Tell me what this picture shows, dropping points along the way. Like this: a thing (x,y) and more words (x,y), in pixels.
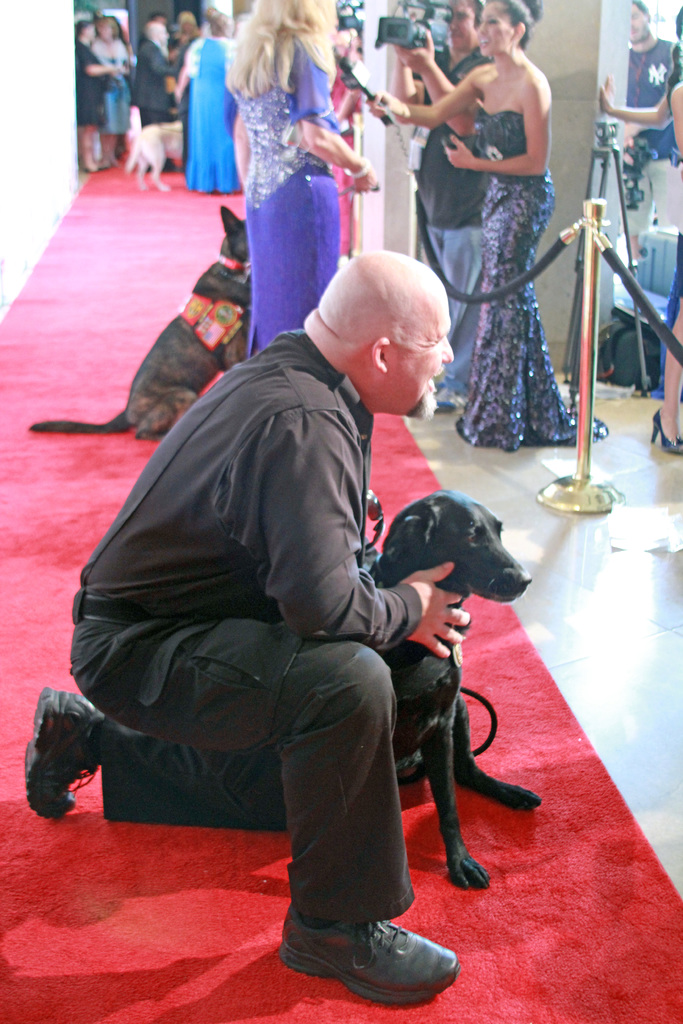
In this image we can see a man (305,699) is sitting on a red carpet (238,915) wearing black color shirt (301,626) and pant (294,677) and holding black color dog (413,662), posing for photograph. Behind a lady (299,87) is standing and giving interview. And wearing purple color dress (286,211). In front of her one more lady (478,159) is standing, holding mic (386,121) in her hand (390,109) and one man (449,70) is there, holding camera (413,38) in his hand (412,50). Background of the image (126,135) people (218,98) are there.
